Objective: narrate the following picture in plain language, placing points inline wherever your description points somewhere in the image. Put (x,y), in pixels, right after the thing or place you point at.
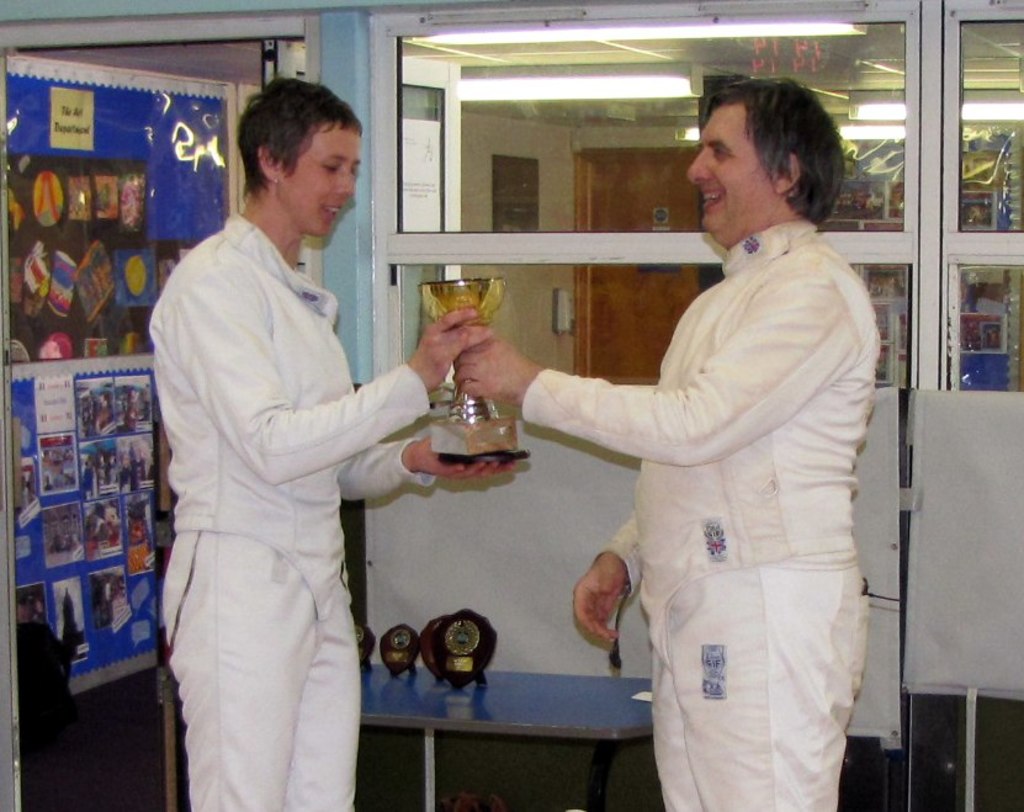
This image consists of two persons (256,506) wearing white dress (224,517) and holding a trophy (470,443). In the background (99,414), there are shields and photographs (92,471). At the bottom (136,767), there is a floor (42,800).
